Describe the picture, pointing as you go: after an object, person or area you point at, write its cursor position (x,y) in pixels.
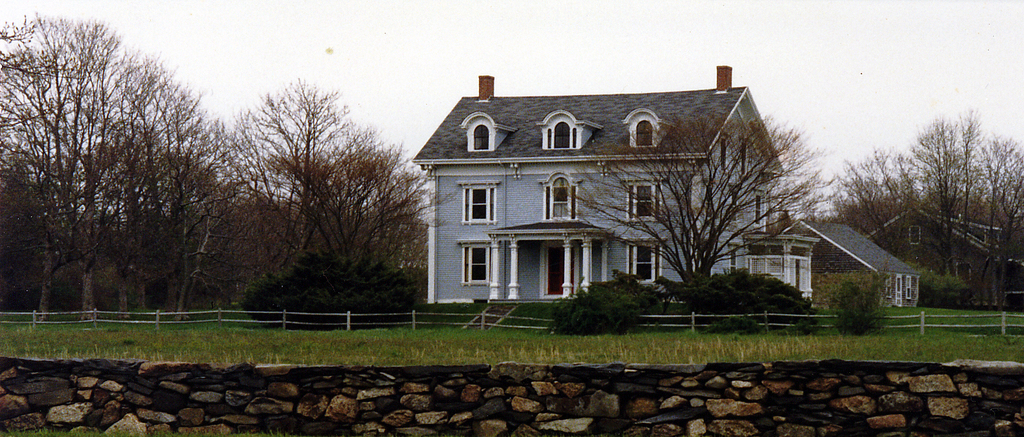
This picture shows a house (455,276) and we see trees (946,195) and grass (564,338) on the ground (943,331) and we see a cloudy sky (373,87).
